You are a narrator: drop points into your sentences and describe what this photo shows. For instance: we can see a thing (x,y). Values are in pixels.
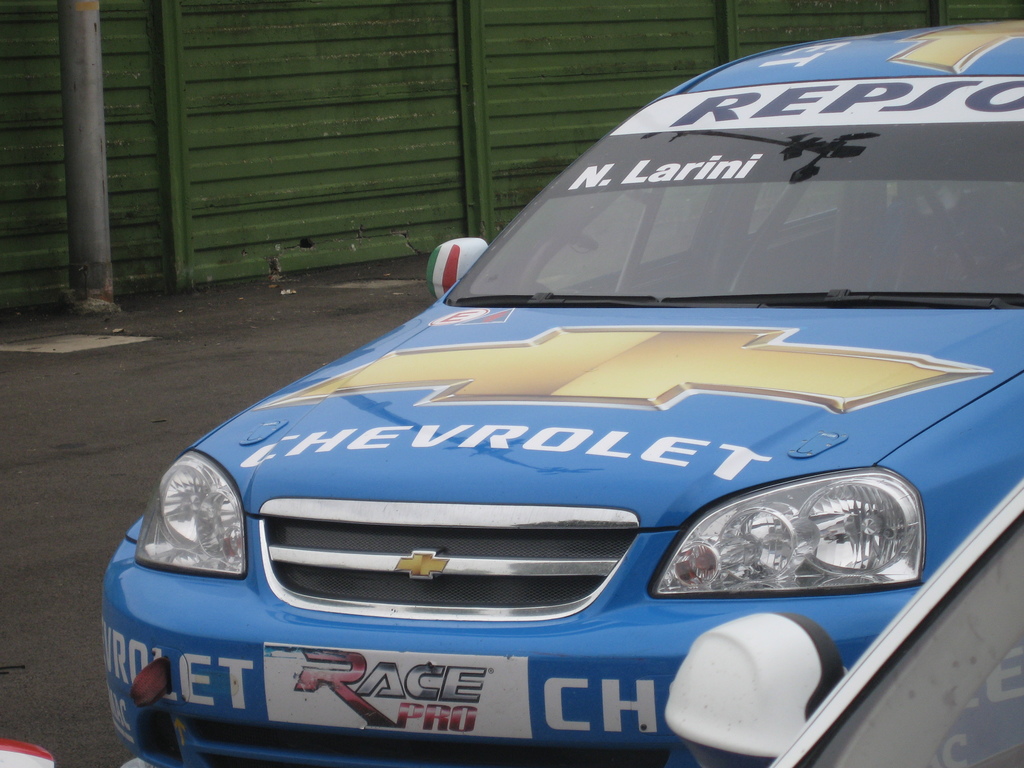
In the center of the image (577,446) we can see a sports car (571,508). In the background (280,316) there is a pole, road (173,411) and a fence (348,148).
